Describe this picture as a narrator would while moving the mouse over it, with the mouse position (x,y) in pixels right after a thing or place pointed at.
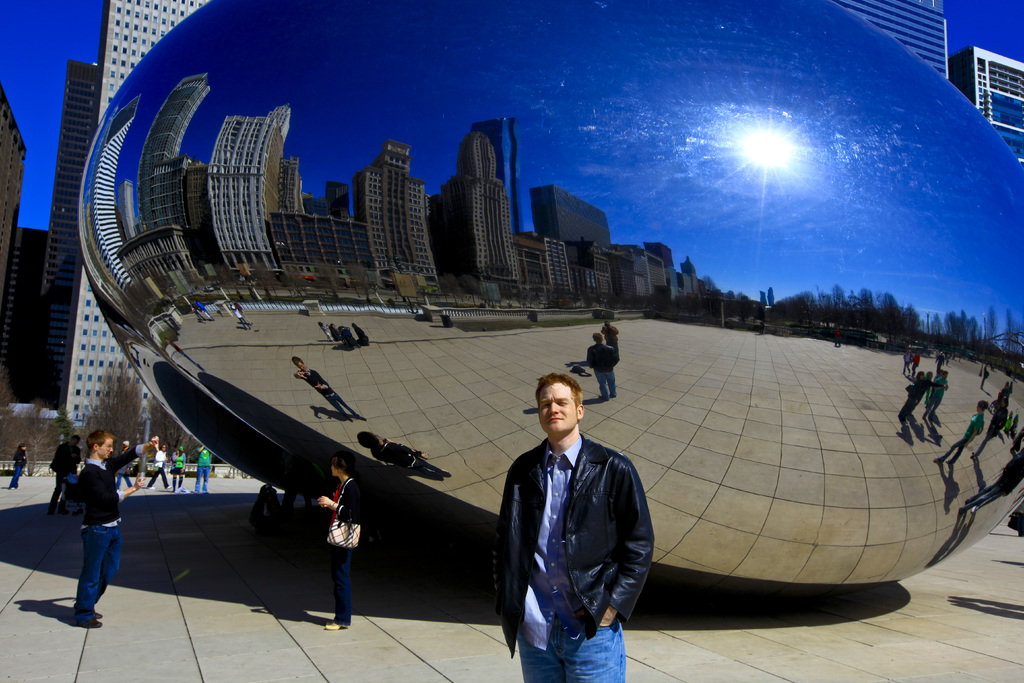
In this image, we can see a few people (358,525). We can see a few buildings (99,377). We can see the sky (40,42). There is a ball (335,176) and the reflection (287,246) of people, buildings (319,231), trees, ground (758,521) and the sun (757,146) is on the ball (336,268). We can see the ground (432,674). There are some trees (170,427).
